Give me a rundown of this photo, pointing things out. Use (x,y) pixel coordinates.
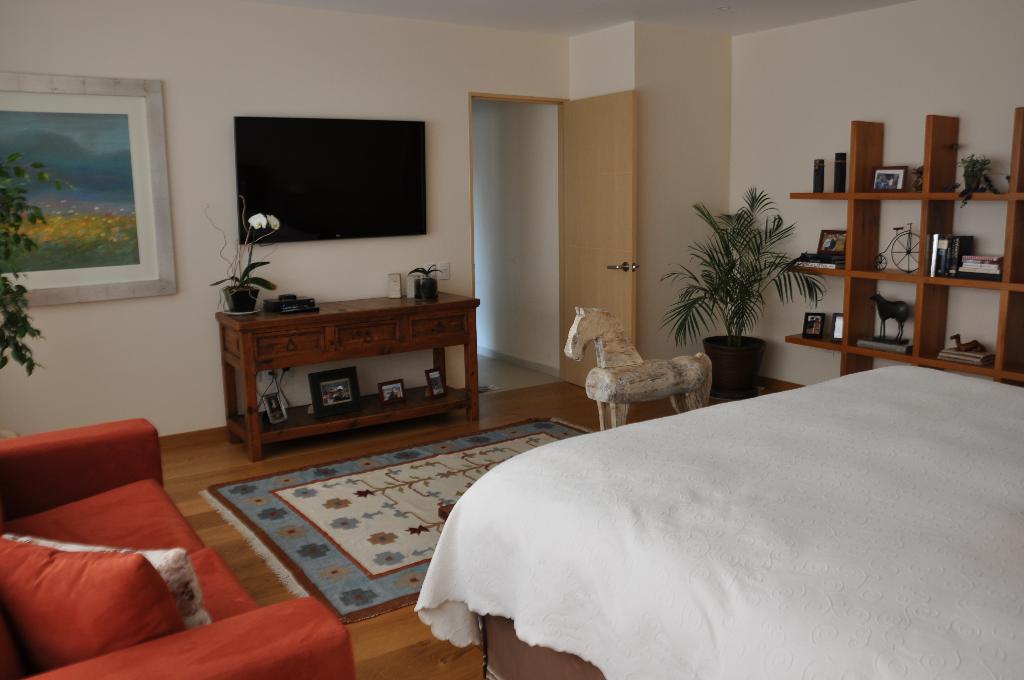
In this image i can see a bed (754,520), a couch table (302,347) and a TV (307,174) on a wall (249,23). I can also see there is a shelf (868,216) and a door (564,314) and a mat (343,528) on a floor (384,645).
